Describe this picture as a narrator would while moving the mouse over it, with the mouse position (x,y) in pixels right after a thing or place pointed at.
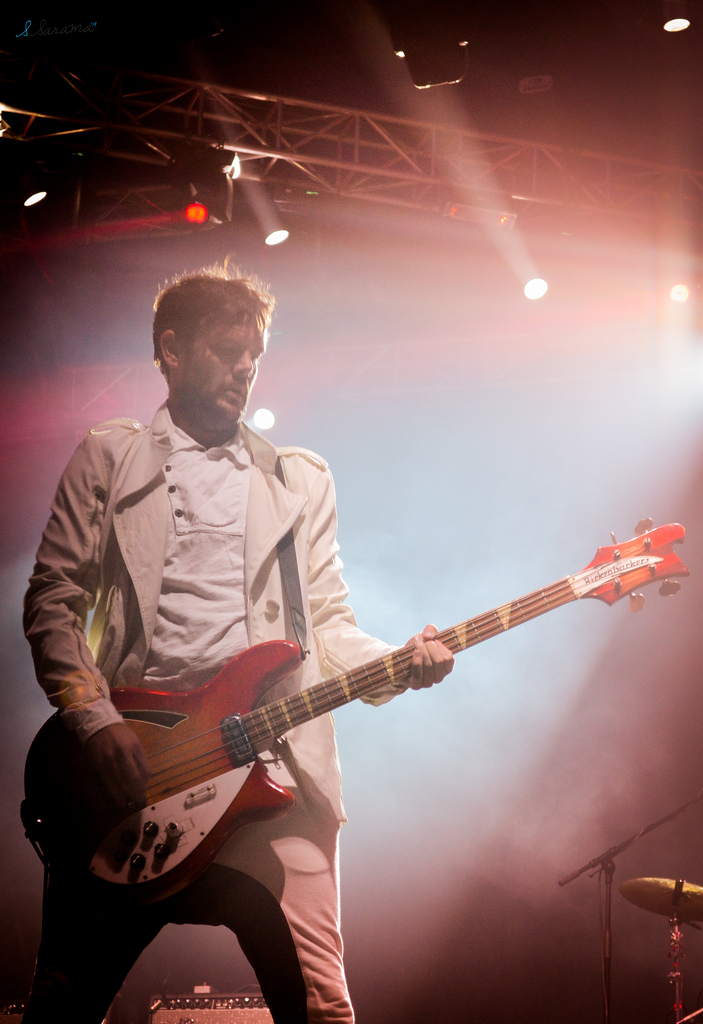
In this image on the left side (160,629) there is one man (225,871) who is standing and playing guitar (493,623). On the top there are some lights (36,194), and on the bottom of the right corner (626,899) there are some drums (670,890).
